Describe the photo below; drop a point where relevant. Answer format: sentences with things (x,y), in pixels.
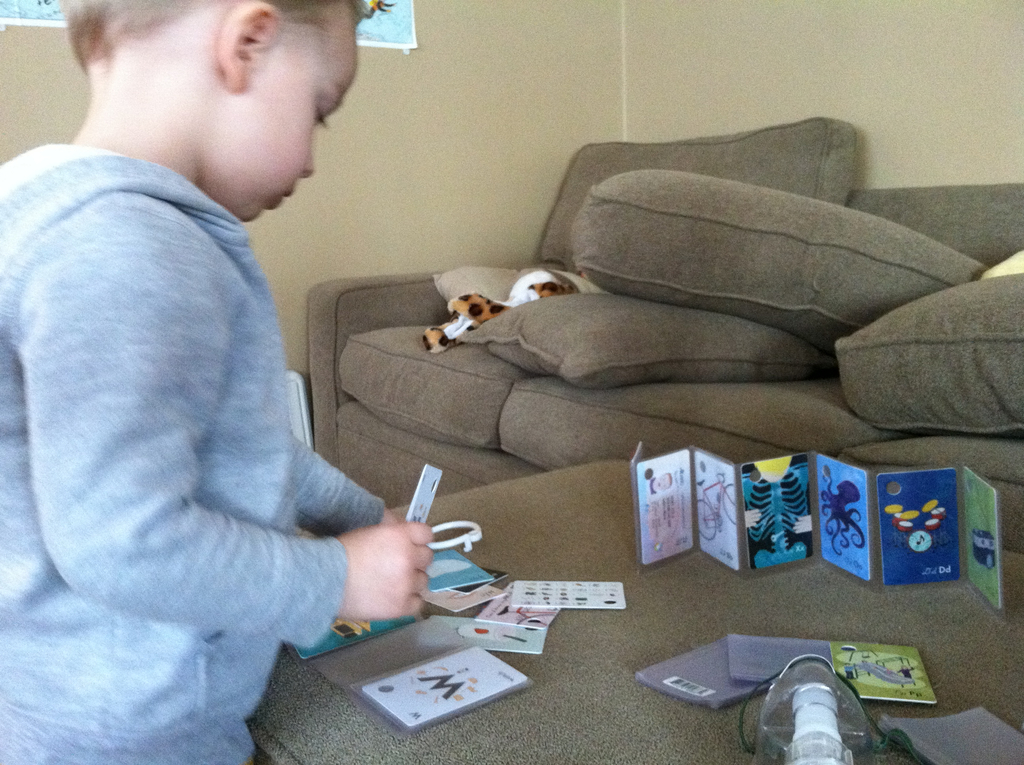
In this picture there is a boy (13,255) standing, holding some objects (424,475) in his hand (358,535). There is a table (927,597) in front of him, there are some cards (999,757) placed on it. There is a couch (540,396) on the right (697,436) with some pillows (656,342) and toy (434,341) kept on it, there is a wall (471,64) with some poster (408,30) pasted on it.
